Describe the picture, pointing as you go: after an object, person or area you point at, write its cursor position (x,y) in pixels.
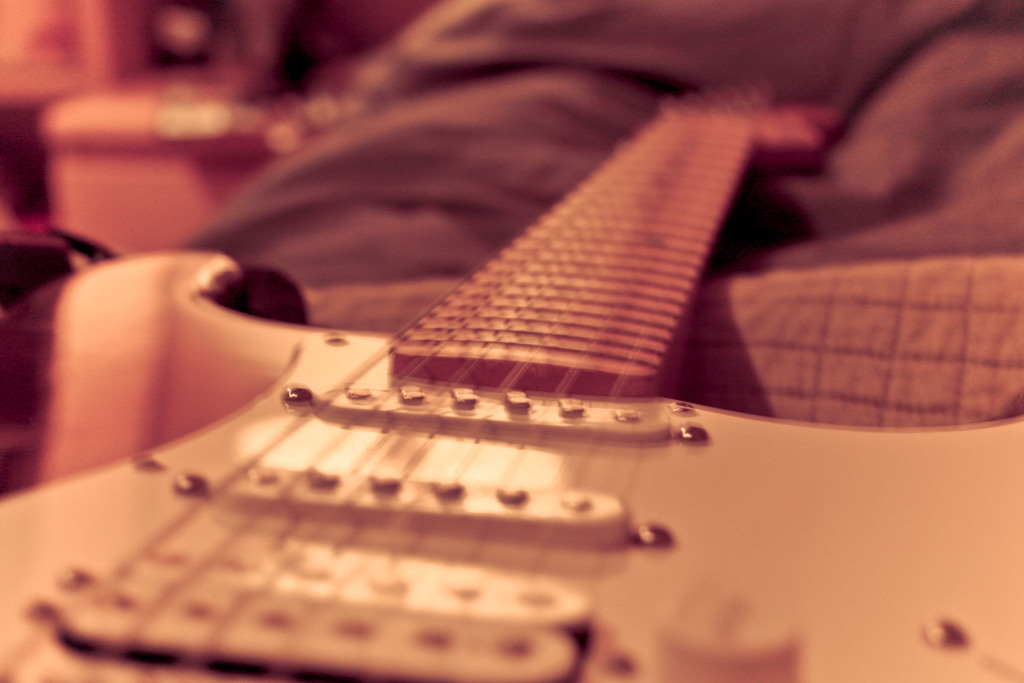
We can see guitar (900,480).
